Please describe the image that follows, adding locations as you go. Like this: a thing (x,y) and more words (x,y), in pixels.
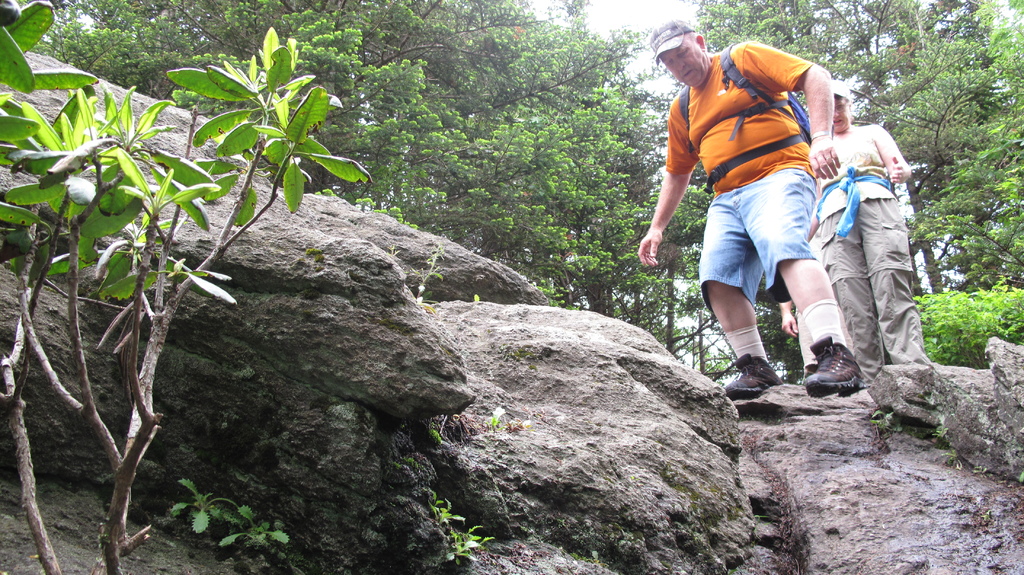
In the image we can see there are people (676,157) standing and they are wearing cap (679,39). They are standing on the rocks (530,460) and behind there are trees (630,215).
